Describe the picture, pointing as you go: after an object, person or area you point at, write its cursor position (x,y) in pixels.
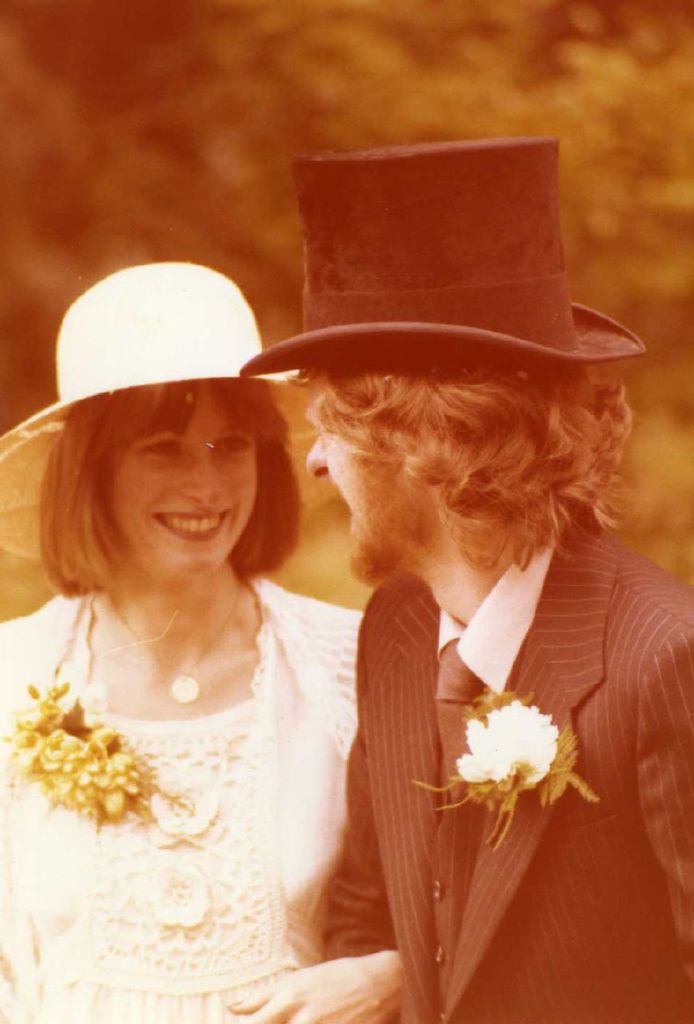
This is the man (570,989) and woman (228,924) standing. This man (355,936) wore a hat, suit (406,681), tie (443,711) and shirt (507,590). I think this is a flower (568,778), which is attached to the suit (631,690). This woman (333,676) wore a white dress (205,761) and hat (212,334). The background (198,79) looks blurry.
